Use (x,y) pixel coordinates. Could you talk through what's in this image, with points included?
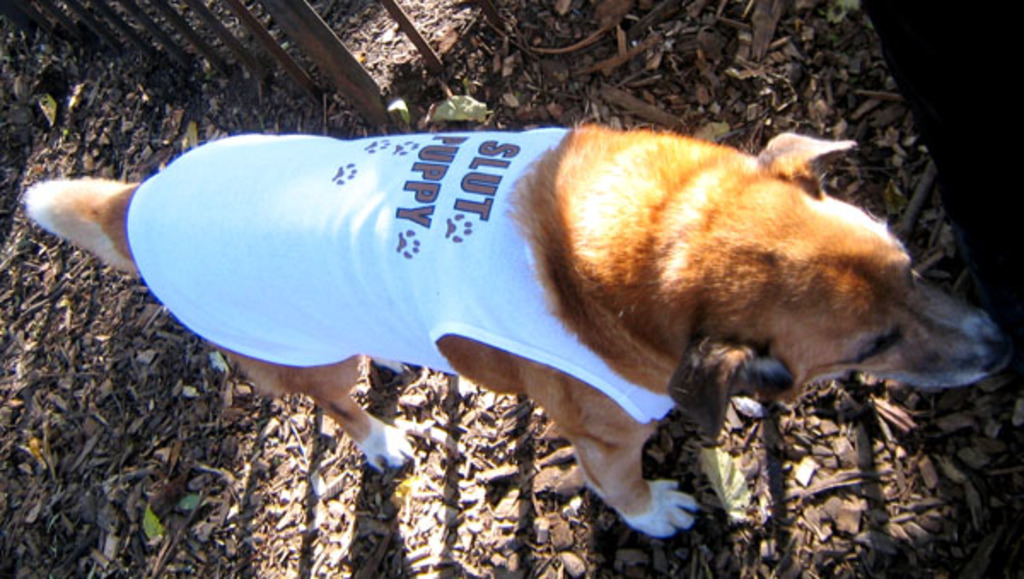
This image is taken outdoors. At the bottom of the image (462,530) there is a ground (858,496). There are a few dry leaves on the ground (614,119) and there are many wood chips (542,443) on the ground (164,149). In the background (282,26) there is a fence (390,3). In the middle of the image (444,236) there is a dog (815,288).
